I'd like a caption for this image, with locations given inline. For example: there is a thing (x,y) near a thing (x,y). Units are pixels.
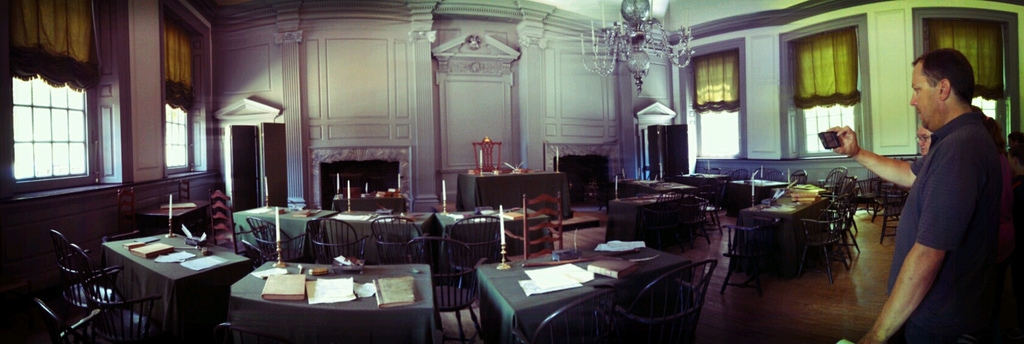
In this picture there are tables (640,198) around the area of the image with chairs (688,267) and there are windows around the area of the image, the person (921,115) who is standing at the right side of the image (940,142) he is taking the video of the area, it is seems to be a meeting hall (585,202).
